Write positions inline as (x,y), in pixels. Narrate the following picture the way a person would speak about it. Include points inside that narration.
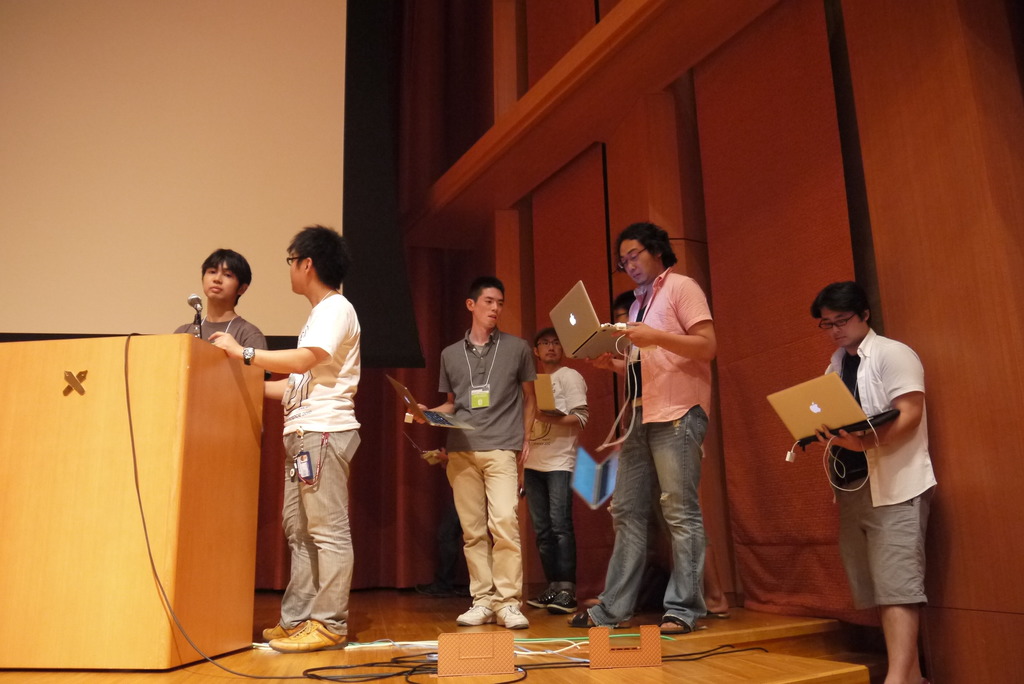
In this image I can see the group of people (507,410) with different color dresses (505,367). I can see few people (540,419) are holding the laptops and two people (269,392) standing in-front of the podium (186,342). On the podium (189,338) I can see the mic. In the background (166,237) I can see the screen (318,147).
